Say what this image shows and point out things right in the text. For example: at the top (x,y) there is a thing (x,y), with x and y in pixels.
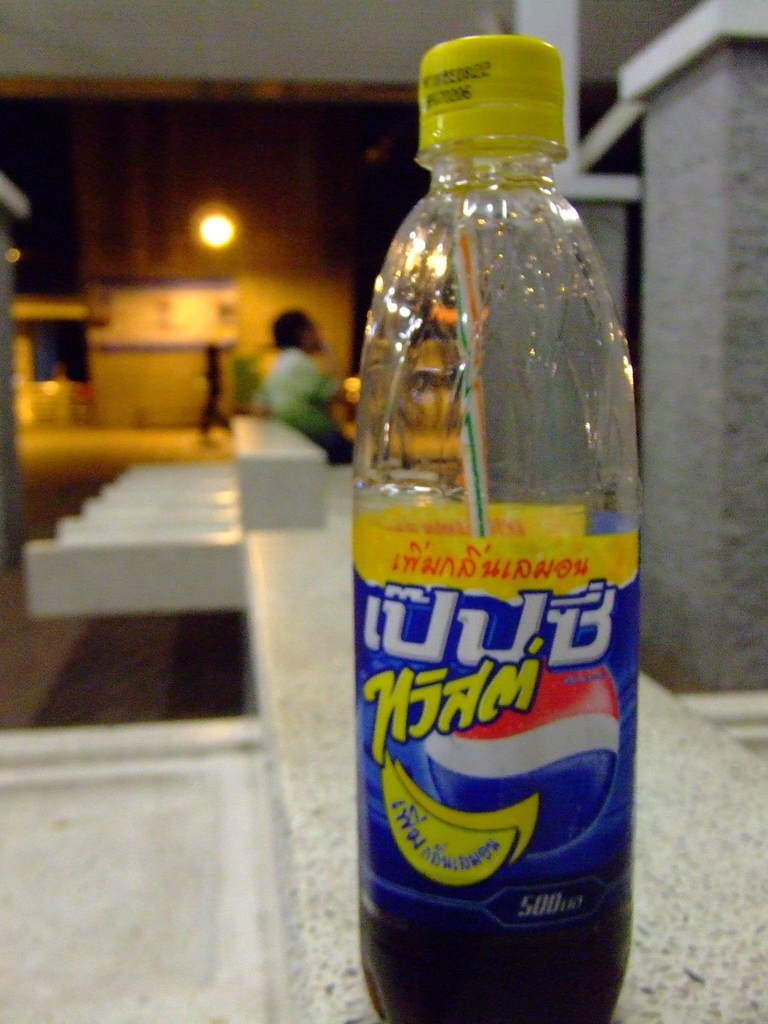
In this image we can see a cool drink bottle (517,1023) and a person (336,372) on the top left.
